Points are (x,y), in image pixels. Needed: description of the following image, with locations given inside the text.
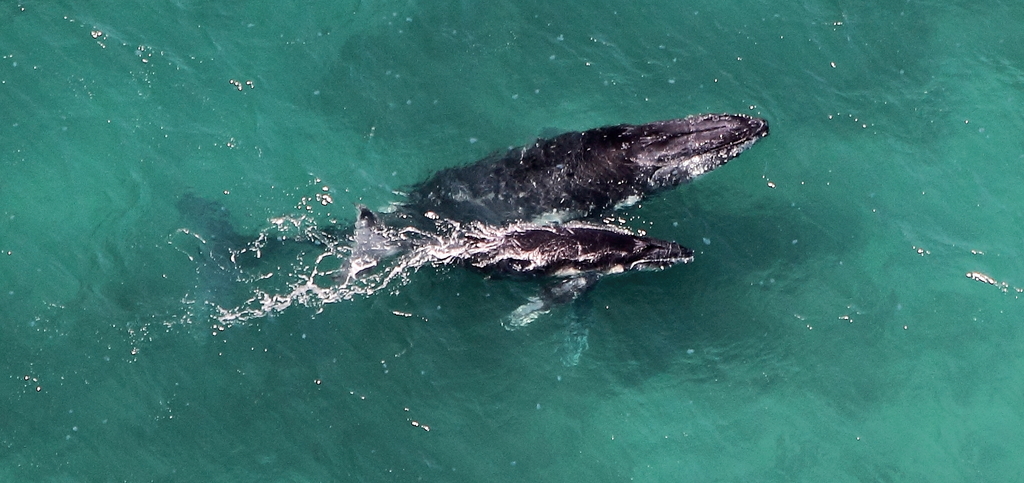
In this picture we can see the gray whales (448,171) in the water (465,268).
